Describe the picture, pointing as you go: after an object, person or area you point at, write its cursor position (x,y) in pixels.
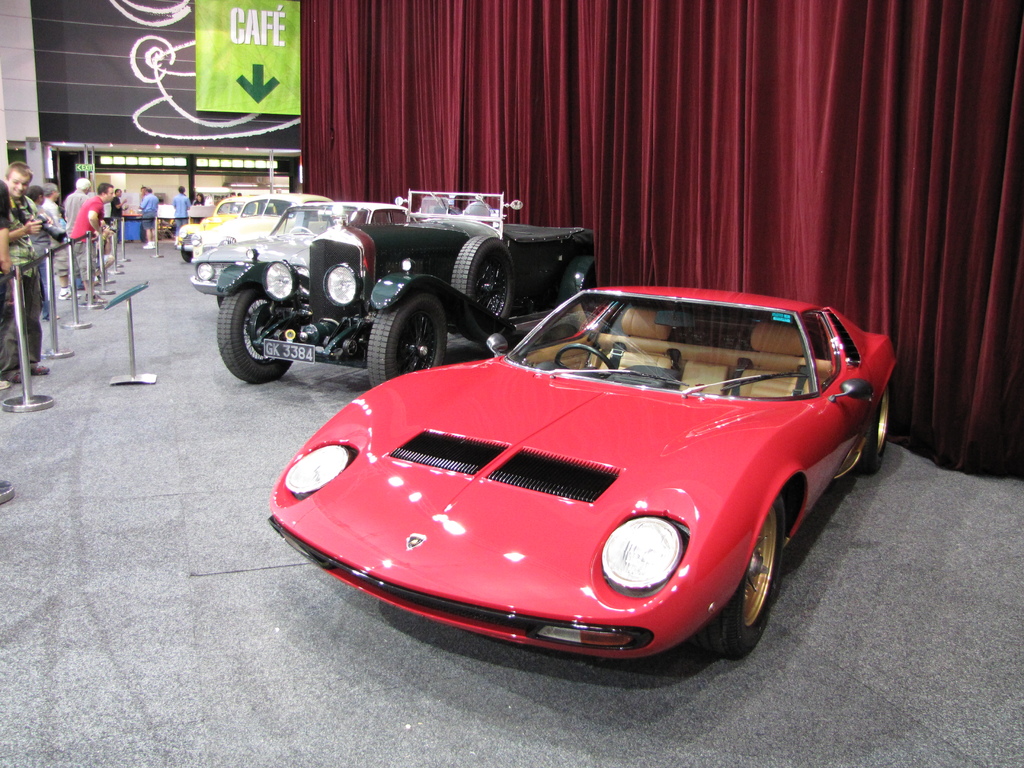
In this image we can see some vehicles (419,324) parked on the ground (464,698). On the left side of the image (103,281) we can see some poles (92,293) and ropes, a group of people (57,210) standing on the ground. One man (20,212) is holding the camera (47,232) in his hand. On the right side of the image (993,26) we can see the curtains (973,85). At the top of the image (260,41) we can see a board (260,41) with some text (247,15).
